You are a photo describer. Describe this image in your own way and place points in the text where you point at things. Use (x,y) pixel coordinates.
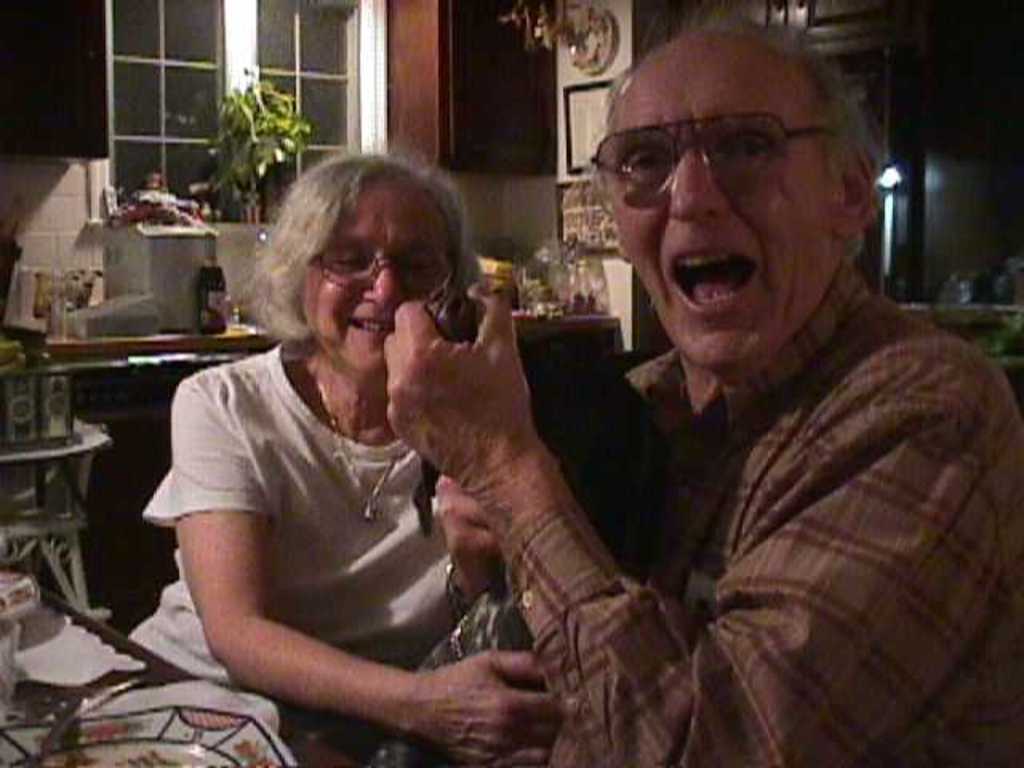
In this image there is a couple (827,605) sitting with a smile on their face (328,299) and he is holding something in his hand (506,495), behind them there is a table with some objects (208,248) on it and a plant pot (261,106) is placed in front of the window (170,106), in front of them there is a dining table (173,690), there are a few frames (572,159) are hanging on the wall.
